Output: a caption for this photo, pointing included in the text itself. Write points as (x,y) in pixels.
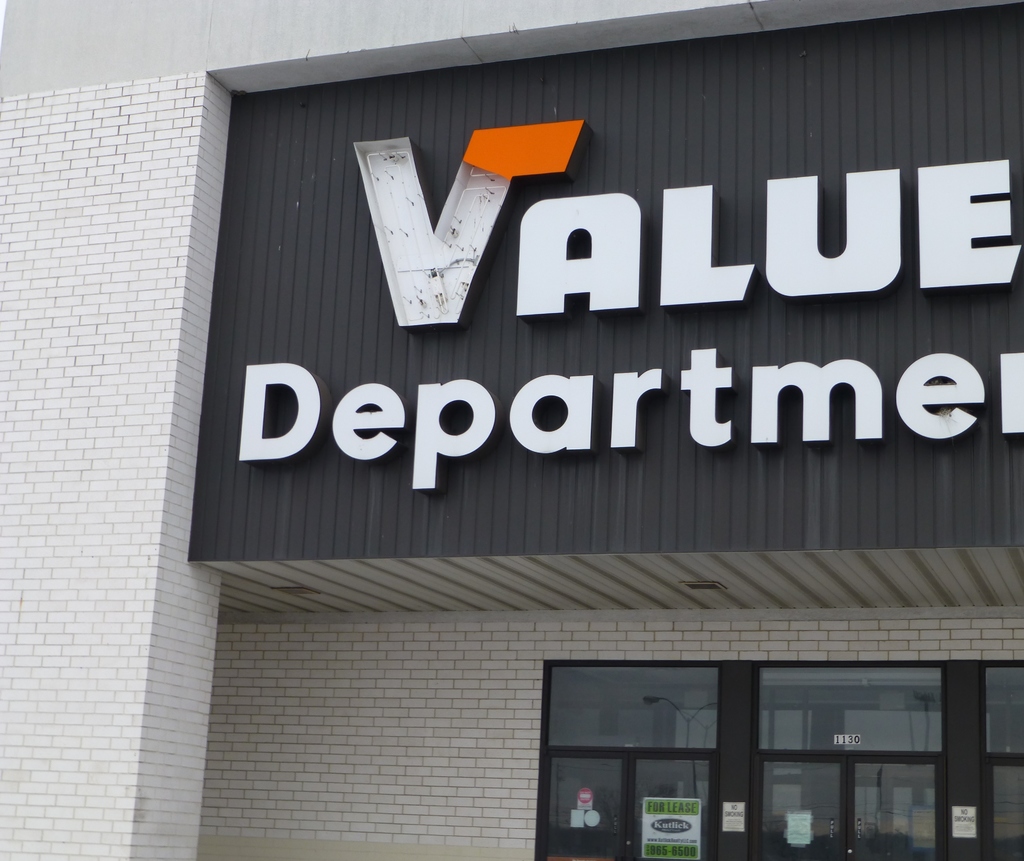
In the foreground of this image (250,231), there is some text (426,419) to the building (170,259). On the bottom (826,784), there are glass doors (870,787) and few posters (674,822) on it.
